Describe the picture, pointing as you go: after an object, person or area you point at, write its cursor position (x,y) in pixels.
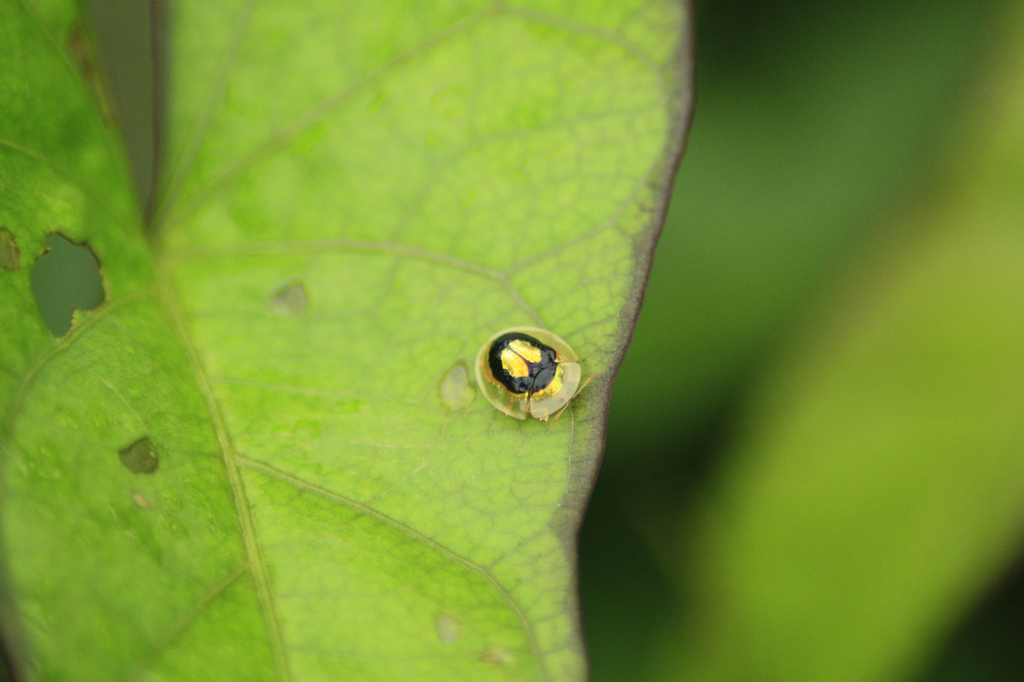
In this image I can see a green colour leaf (506,220) in the front (520,306) and on it I can see a black colour insect (536,374).
